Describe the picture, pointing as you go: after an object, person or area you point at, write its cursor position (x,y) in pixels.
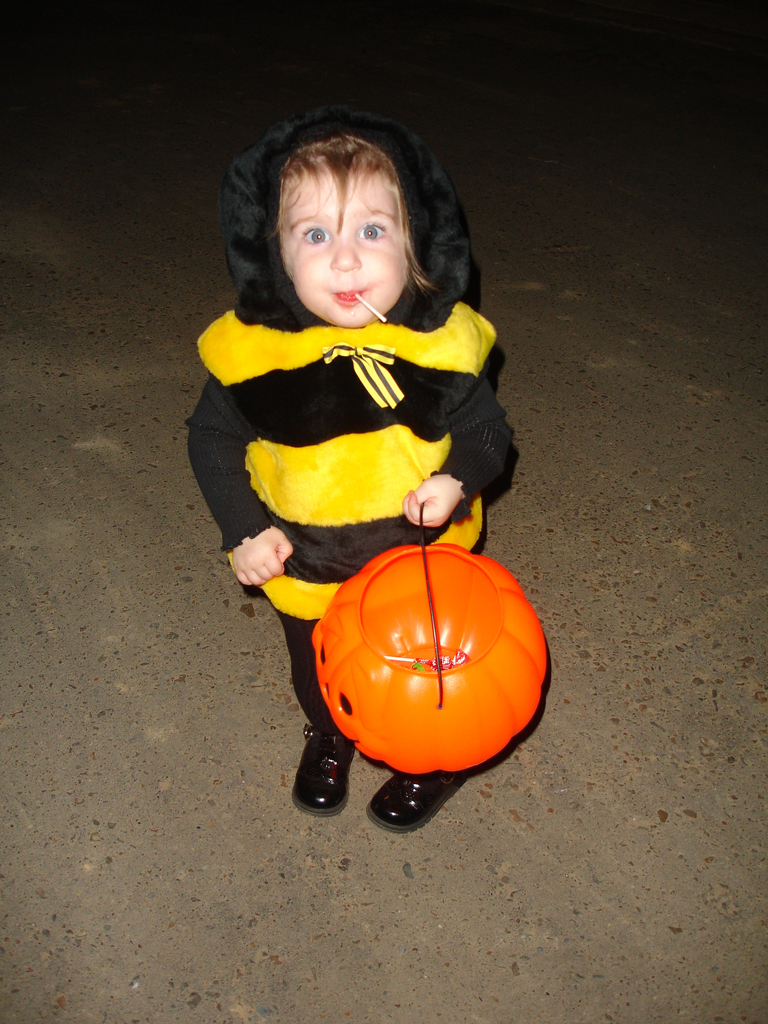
In the foreground of this picture (384,425), there is a kid (371,807) holding a pumpkin (459,708) like an object (496,655) in her hand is standing on the ground (626,686).
